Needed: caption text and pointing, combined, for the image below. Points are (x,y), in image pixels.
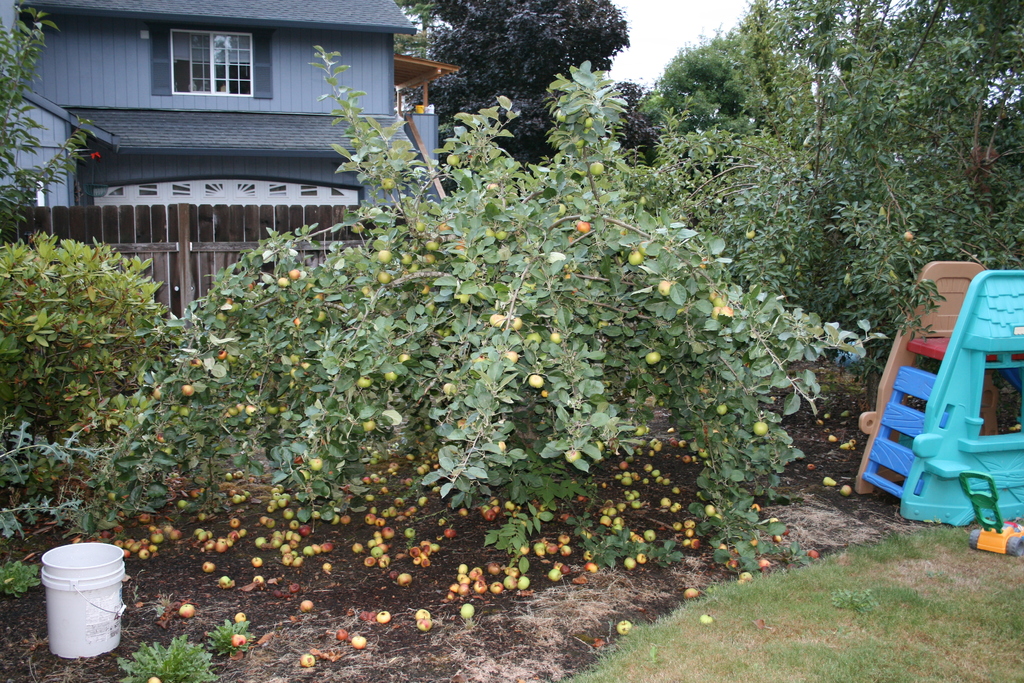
In this image I can see the ground (787,619), some grass (799,633) on the ground (840,608), few fruits (366,613) on the ground (255,594), a white colored bucket (99,595), few fruits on the ground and few toys (930,398) which are blue, brown, red and yellow in color. In the background (326,34) I can see the house (267,52), a wooden fencing (226,234), few trees (594,26) and the sky (732,10).
